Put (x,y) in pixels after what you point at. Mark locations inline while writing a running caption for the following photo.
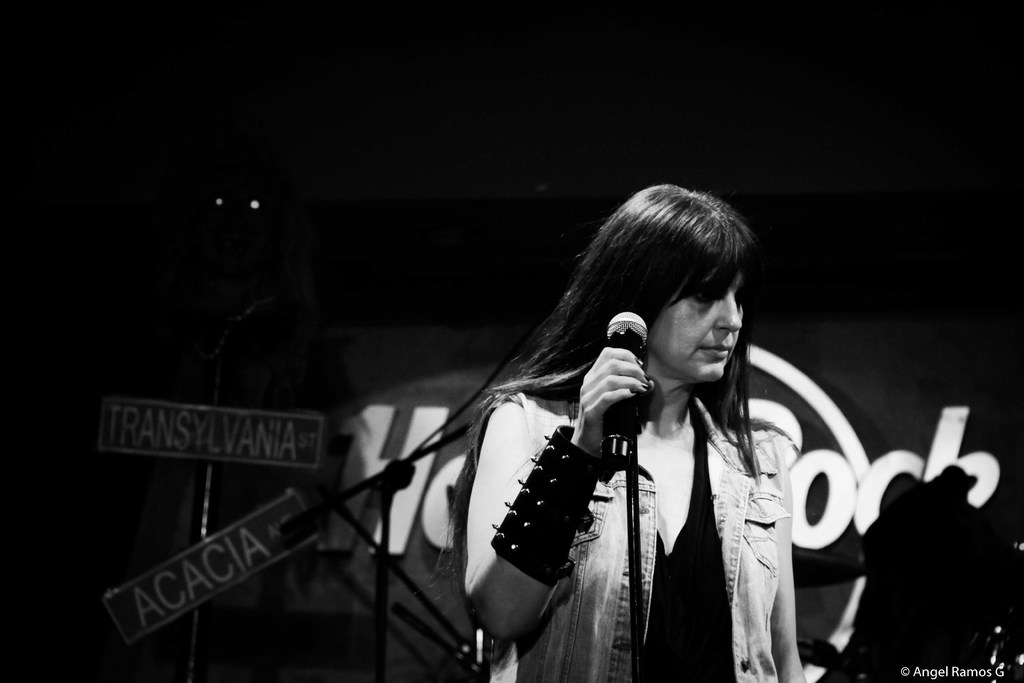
In the image in the center (589,418) we can see one woman (584,501) standing and she is holding microphone (621,411). In the background (821,602) we can see sign boards (281,426), banner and few other objects (982,556).
